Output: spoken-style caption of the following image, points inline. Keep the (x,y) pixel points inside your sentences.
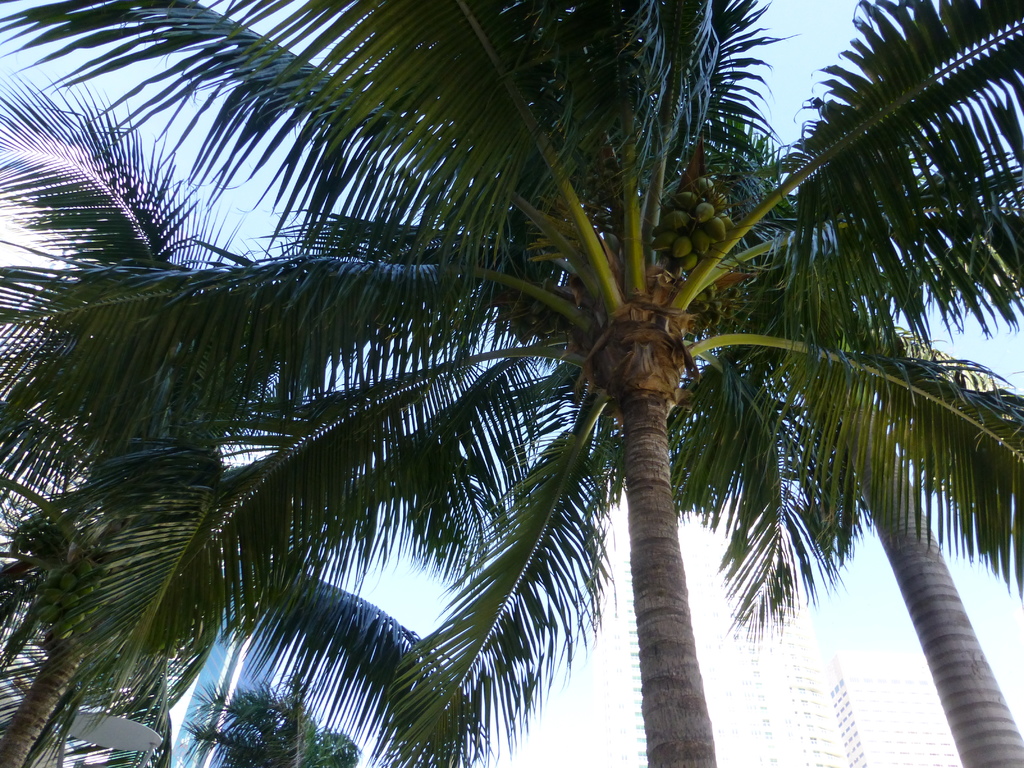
In this picture we can see few trees (418,351), coconut (688,194) and buildings (899,653).
